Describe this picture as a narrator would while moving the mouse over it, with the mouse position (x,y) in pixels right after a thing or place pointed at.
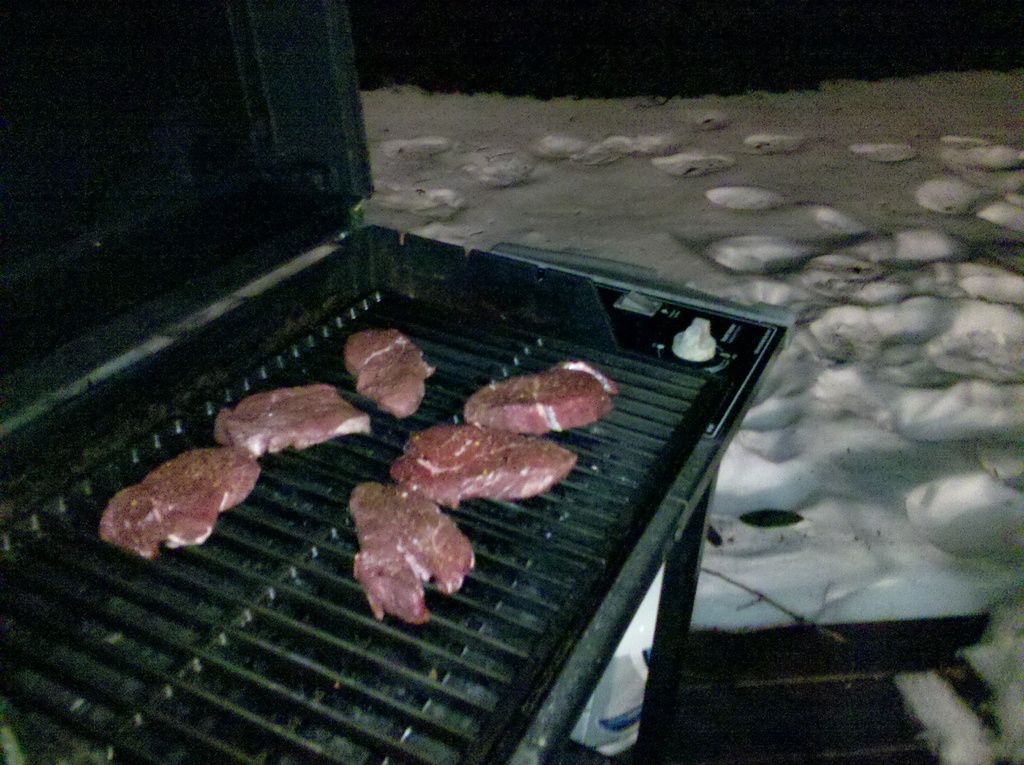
In this image we can see some a food item (370,376) on a grill (217,264) and there we can also see white color snow (796,338).
